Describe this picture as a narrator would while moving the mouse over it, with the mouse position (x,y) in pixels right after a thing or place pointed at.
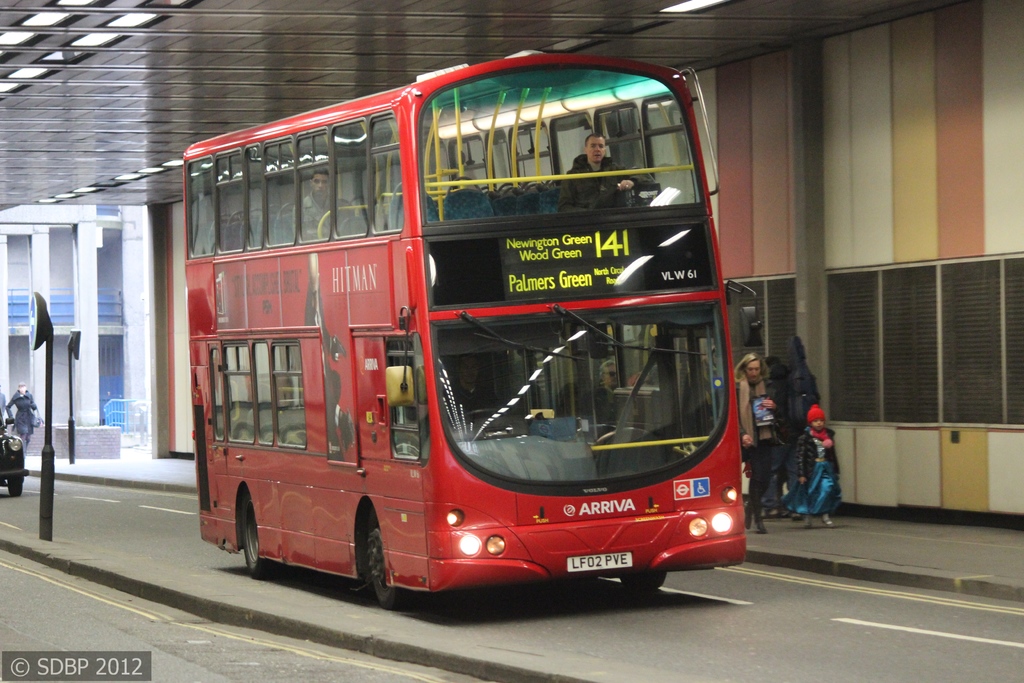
In this picture we can see a few people (316,221) in the bus (653,371). There are numbers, text (548,281) and lights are visible on this bus (395,522). We can see a watermark (82,664) and a text (75,657) in the bottom left (64,666). There is a vehicle (16,440) on the road (60,524). We can see a few black objects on the path (772,521). There are a few people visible on the path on the right side (765,401). We can see a building (97,322) and other objects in the background (112,231).
